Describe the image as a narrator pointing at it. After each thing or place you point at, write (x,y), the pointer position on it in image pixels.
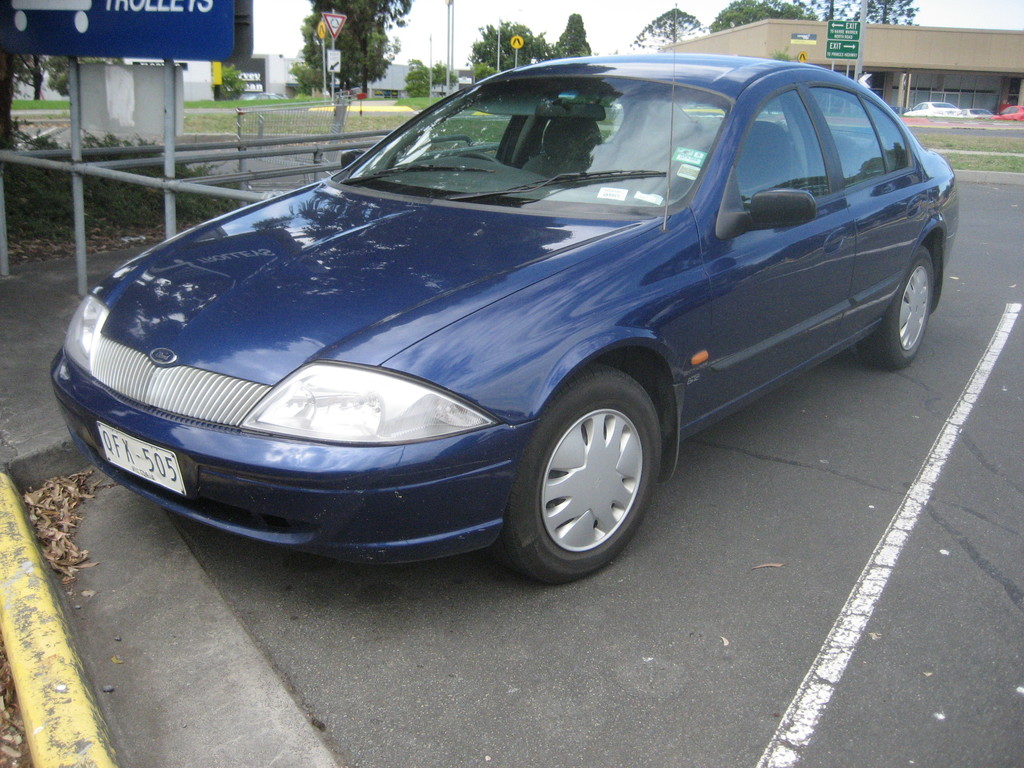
In this image, we can see a car (611,251) which is colored blue. There is a board (167,30) in the top left of the image (237,64). There are some trees (530,58) and sign boards (332,48) at the top of the image (331,35). There is a building (900,49) in the top right of the image (931,84).
